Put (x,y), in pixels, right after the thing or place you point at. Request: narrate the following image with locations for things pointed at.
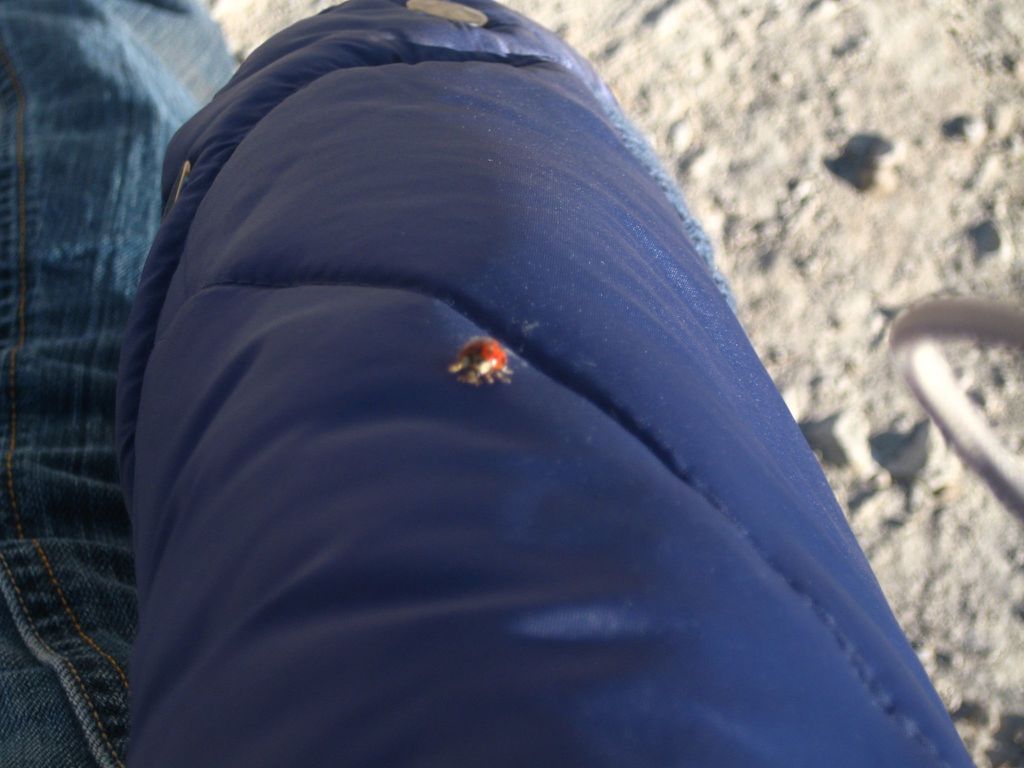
There is a blue color thing (517,460), on that there is a red color bug (480,362). On the left side (80,398) there is jeans material (65,293). In the back (866,303) it is blurred.
